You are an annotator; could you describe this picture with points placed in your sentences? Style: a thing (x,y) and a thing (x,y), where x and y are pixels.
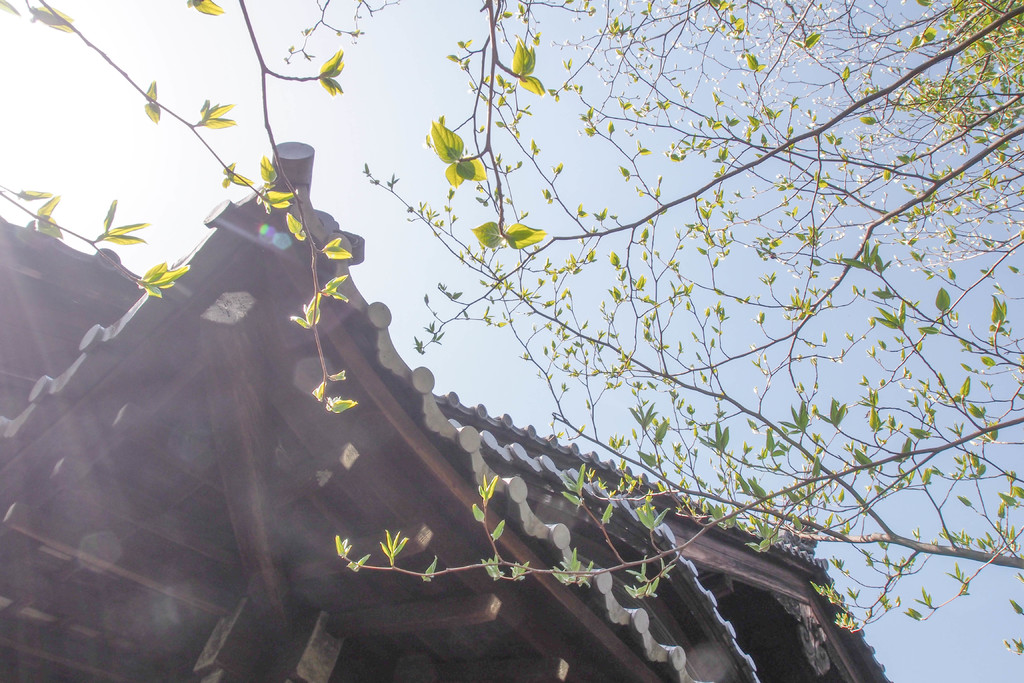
In this image we can see a house (152,510), there are branches (488,11) of a tree (737,21), also we can see the sky (587,171).
